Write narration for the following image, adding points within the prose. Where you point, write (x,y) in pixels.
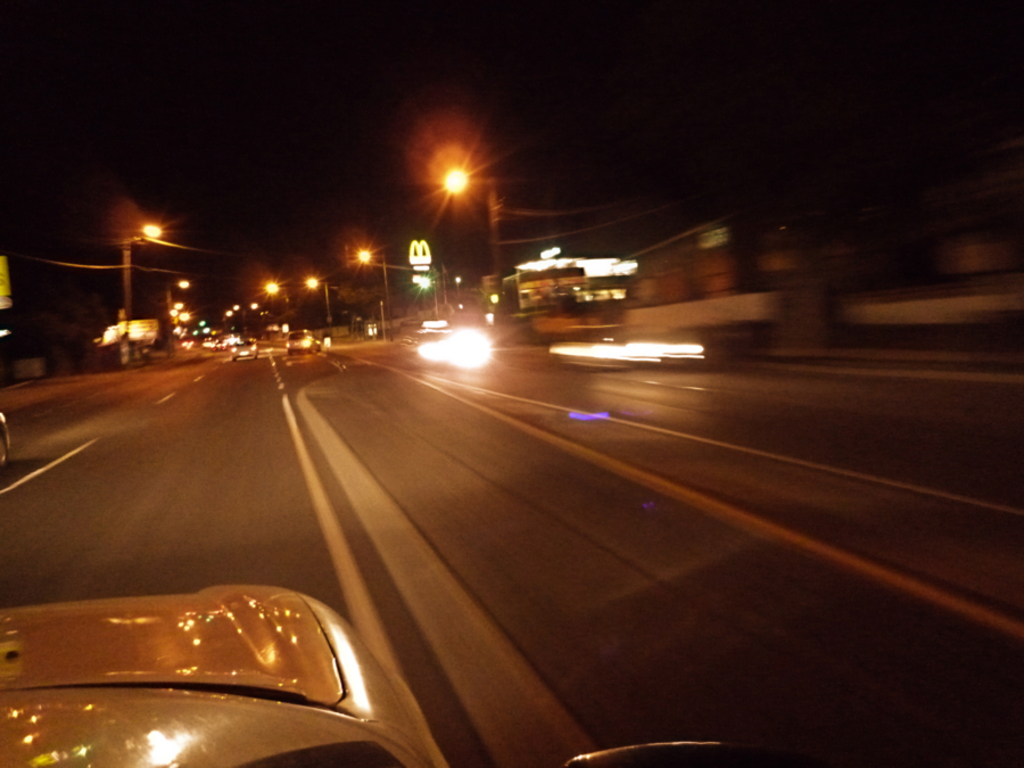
In this picture we can see some vehicles (332,656) are moving on the road (400,485), beside the road (478,578) we can see some houses (540,322), boards (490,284) and some street lights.
